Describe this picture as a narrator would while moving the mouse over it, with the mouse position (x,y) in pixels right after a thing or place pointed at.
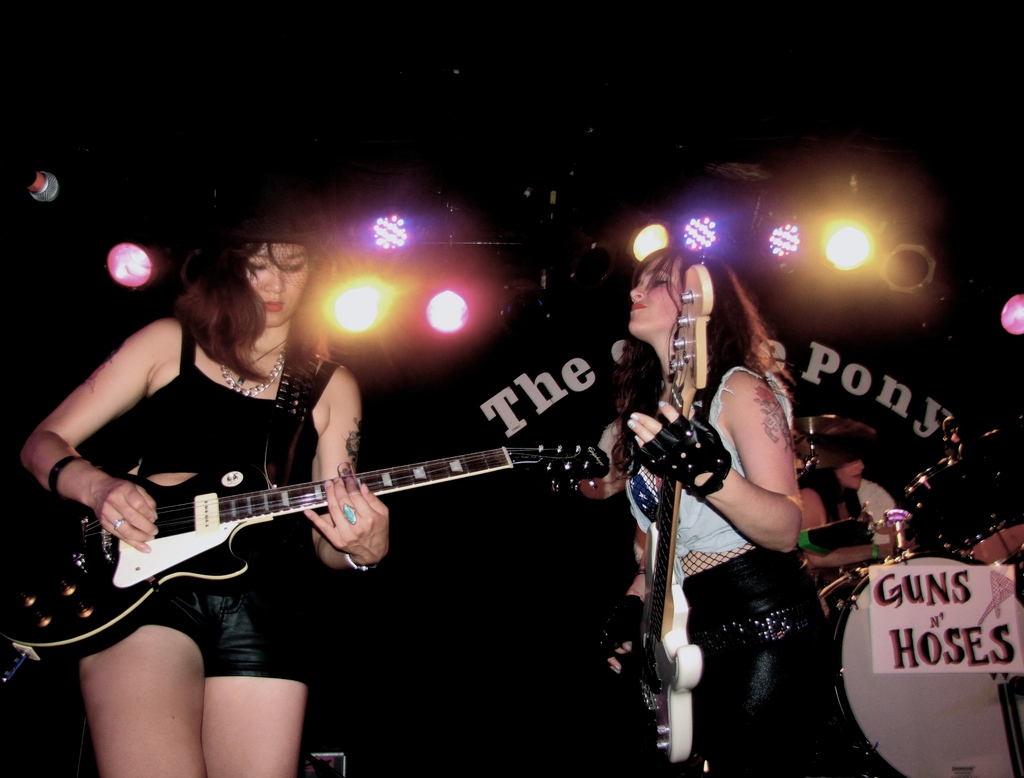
In the picture we can find two women (694,415) standing and holding a guitar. In the background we can find colourful lights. And it is written some wordings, one woman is wearing a black dress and one is wearing a white shirt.
